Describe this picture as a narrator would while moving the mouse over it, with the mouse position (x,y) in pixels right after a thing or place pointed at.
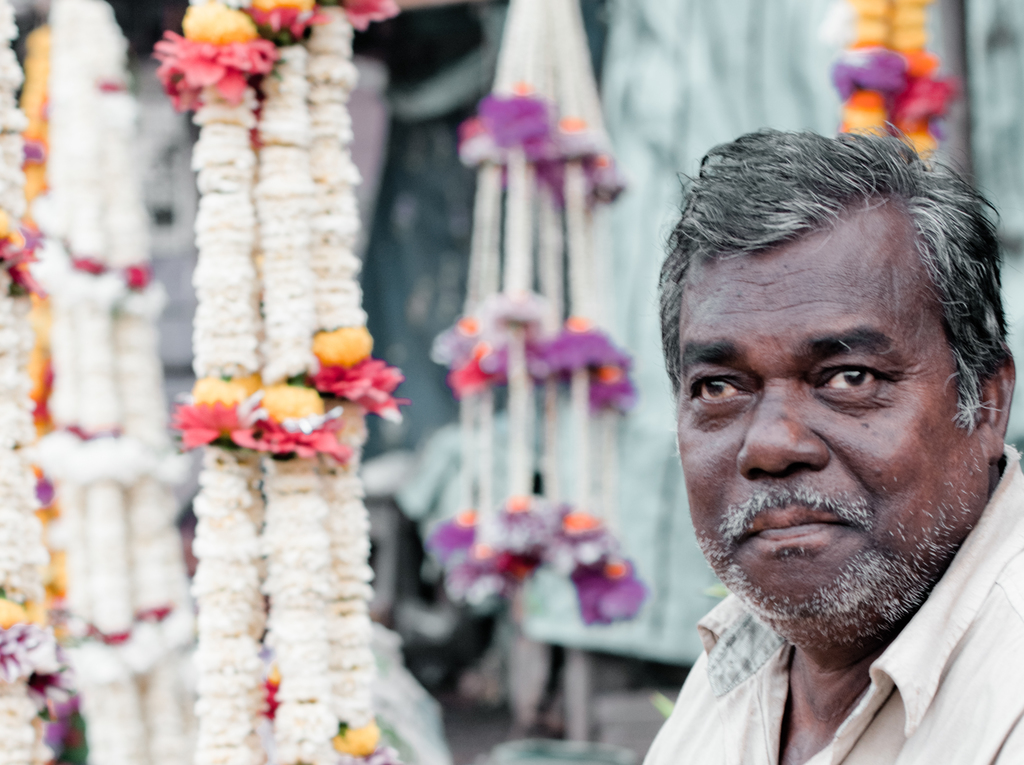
In this image I see a man (1013,380) over here who is wearing a shirt (723,755) and I see few flowers (60,280) in the background (579,136) which are of white, red, violet and orange in color and it is blurred in the background (217,183) and I see the white color thing (655,15) over here.
